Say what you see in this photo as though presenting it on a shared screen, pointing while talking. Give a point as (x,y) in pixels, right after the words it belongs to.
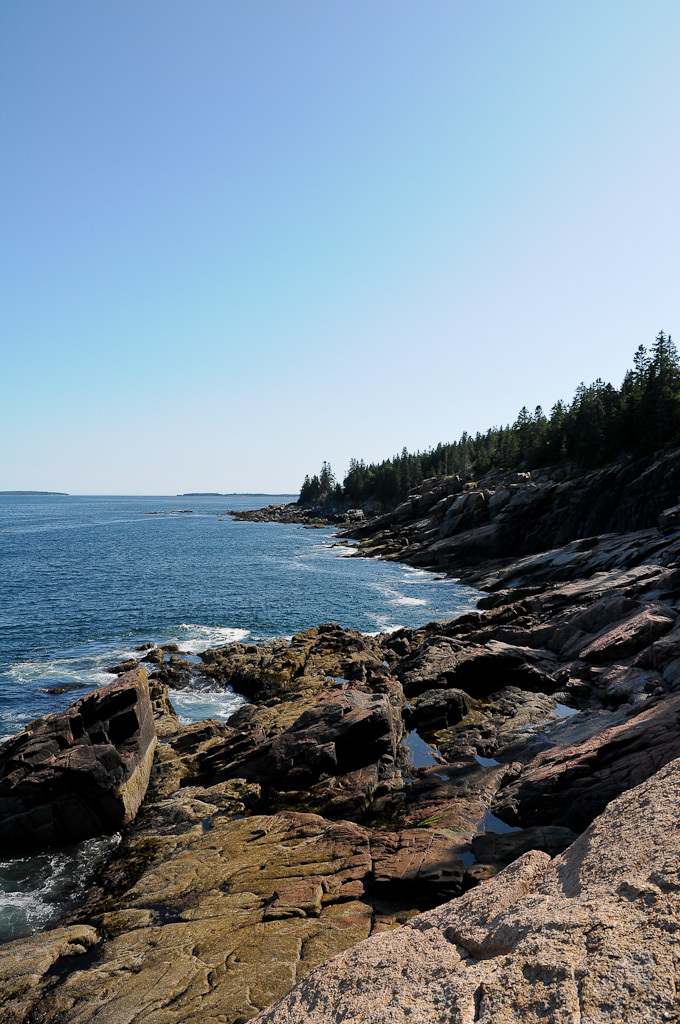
On the left (70,612) we can see ocean (18,671). On the right (647,444) we can see many trees (661,339). On the bottom (332,954) we can see stones (543,729). On the top (356,160) there is a sky (343,201).
